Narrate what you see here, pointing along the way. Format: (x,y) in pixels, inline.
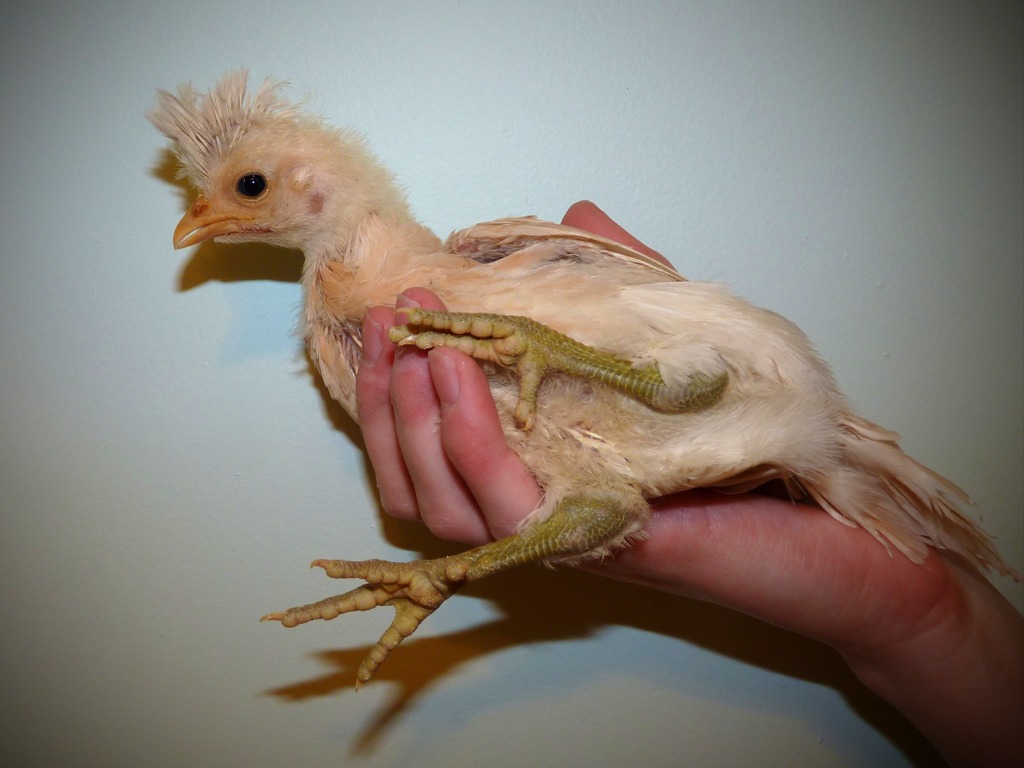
In this picture we can see a person (677,574) holding a bird (354,591) in hand (656,544). Background (187,674) is white in color.
